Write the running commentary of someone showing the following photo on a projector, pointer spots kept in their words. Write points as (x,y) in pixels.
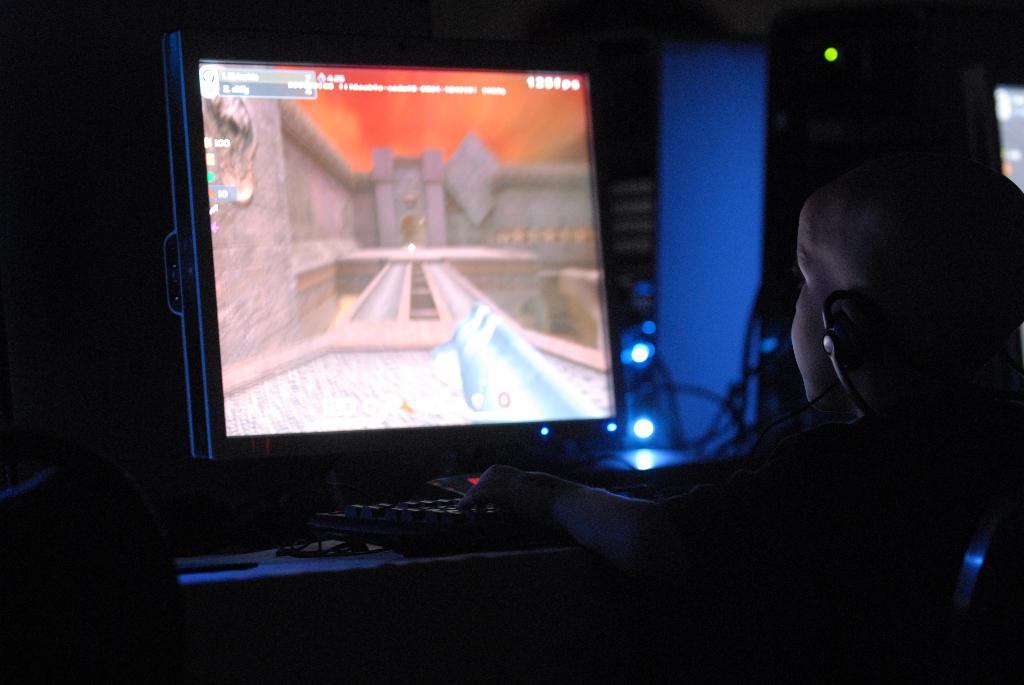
Towards right (824,395) there is a person (884,322) wearing headphones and using desktop (450,367). In the middle of the picture (498,318) there is a desktop (425,343). In the background (690,343) there are lights (643,347) and it is blurred. On the left (64,321) it is dark.
